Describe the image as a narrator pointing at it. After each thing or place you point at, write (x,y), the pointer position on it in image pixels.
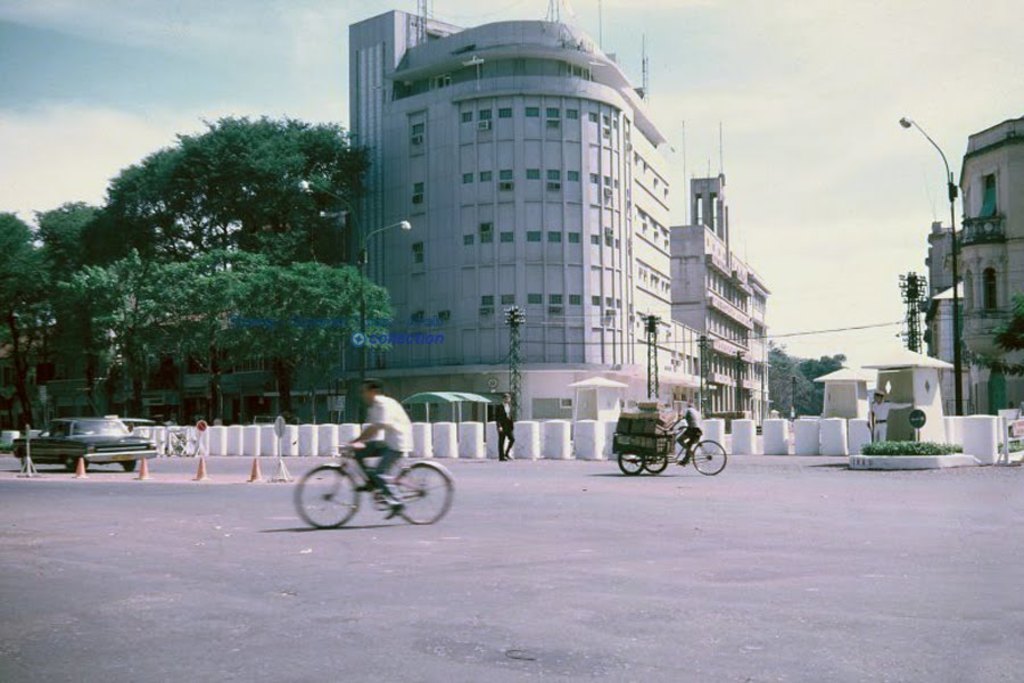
In this picture there are people (355,450), among them few people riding vehicles (718,460) on the road (676,599) and we can see boards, sheds (889,371), plants (884,447), traffic cones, lights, poles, buildings (966,384) and trees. In the background of the image (783,93) we can see the sky (765,73).
